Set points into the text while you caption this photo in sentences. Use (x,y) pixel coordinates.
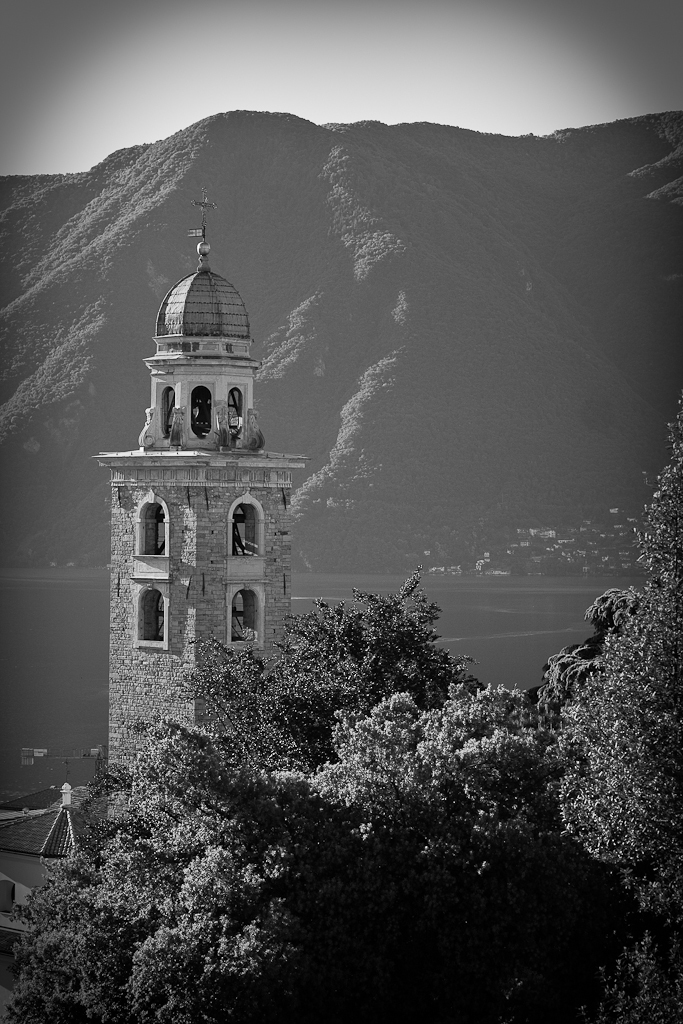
This is a black and white image. There is building (167,568) in the middle (237,437). There are trees (371,753) at the bottom (377,809). There are hills (385,357) in the middle (358,487). There is sky (438,107) at the top (420,86).
